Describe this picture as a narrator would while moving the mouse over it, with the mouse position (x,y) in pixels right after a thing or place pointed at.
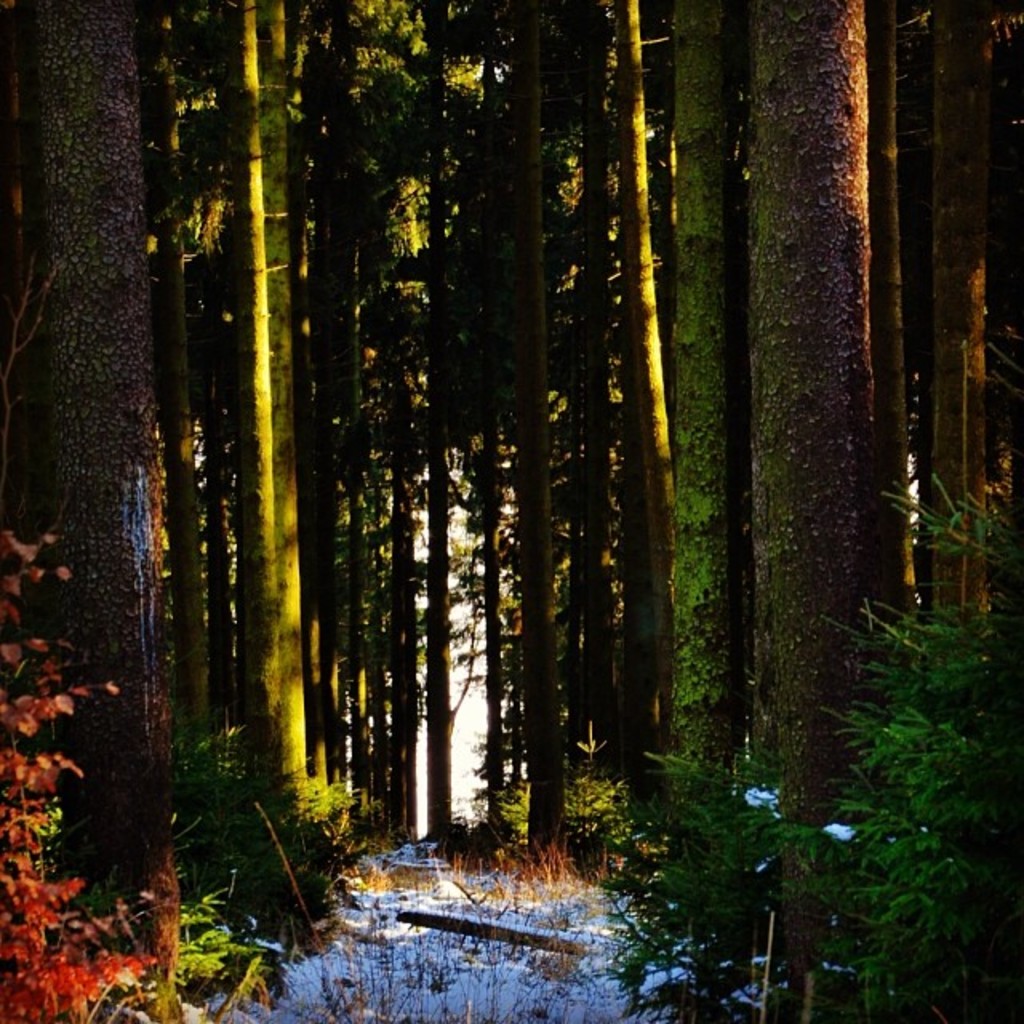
In this image we can see trees (329,594). At the bottom of the image (401,959) there is snow (415,966).
